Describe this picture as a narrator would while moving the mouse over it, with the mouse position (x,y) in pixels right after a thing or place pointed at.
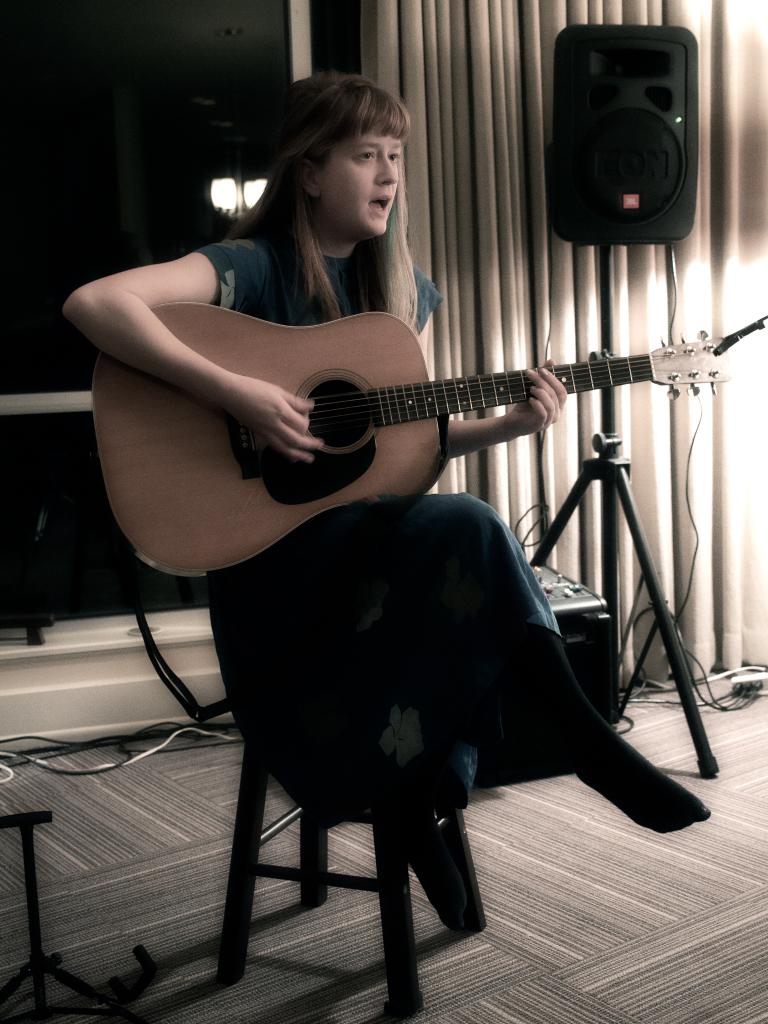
In this picture a girl (371,534) is sitting on a chair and she is playing the guitar (383,368) and she is singing, and at the back (161,55) here is the glass (144,63) and there are curtains (488,156) at back (494,83), and stand (605,466) and there are wires (113,767) on the floor (124,806).
